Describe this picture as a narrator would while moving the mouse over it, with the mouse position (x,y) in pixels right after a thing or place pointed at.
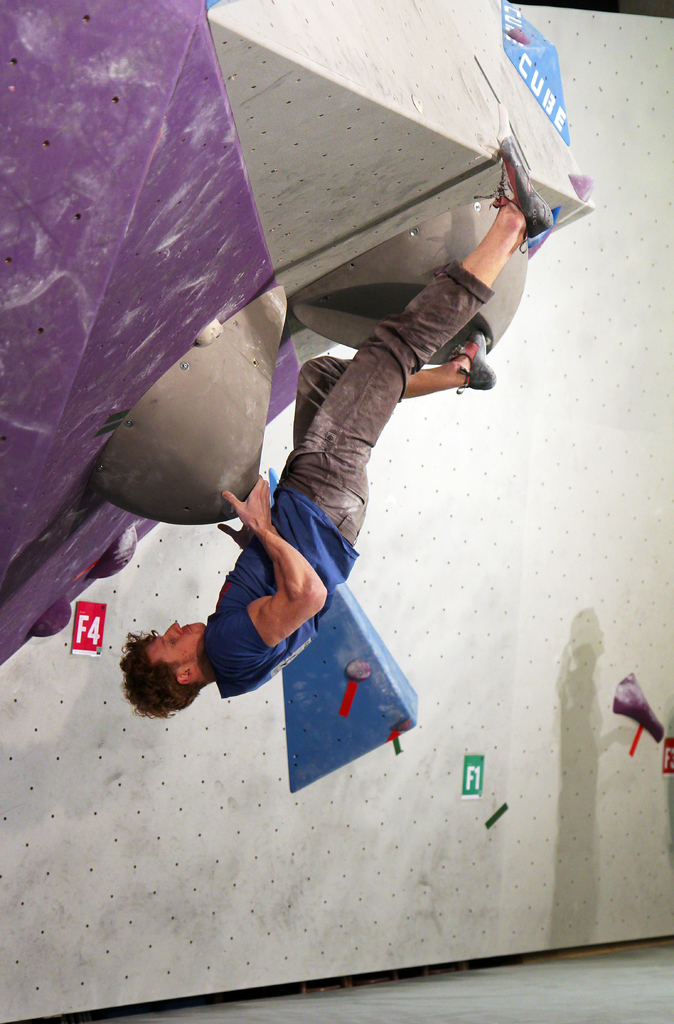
In this image I can see a man (260,593). I can see he is wearing jeans (366,428), blue colour t shirt (339,557) and shoes (517,189). I can also see few boards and on these boards (541,75) I can see something is written.
